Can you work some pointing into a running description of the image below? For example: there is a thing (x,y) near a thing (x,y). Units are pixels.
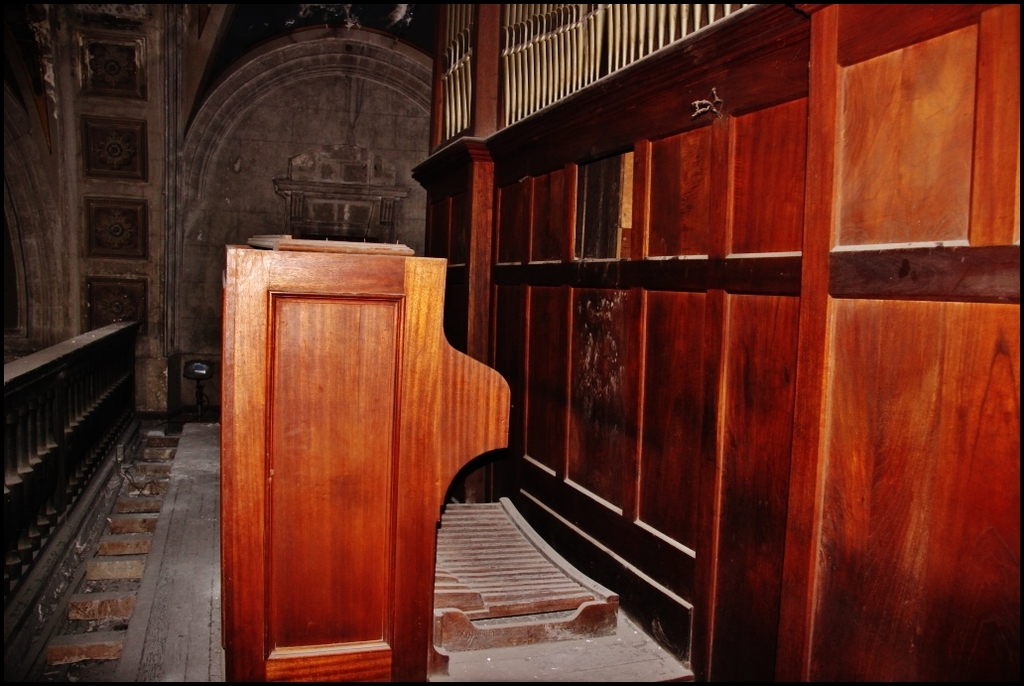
In the center of the image (344,317) we can see desk (301,501). On the right side of the image (710,642) we can see wooden wall (624,245) and grill (534,79). In the background (87,155) we can see wall (355,87).
